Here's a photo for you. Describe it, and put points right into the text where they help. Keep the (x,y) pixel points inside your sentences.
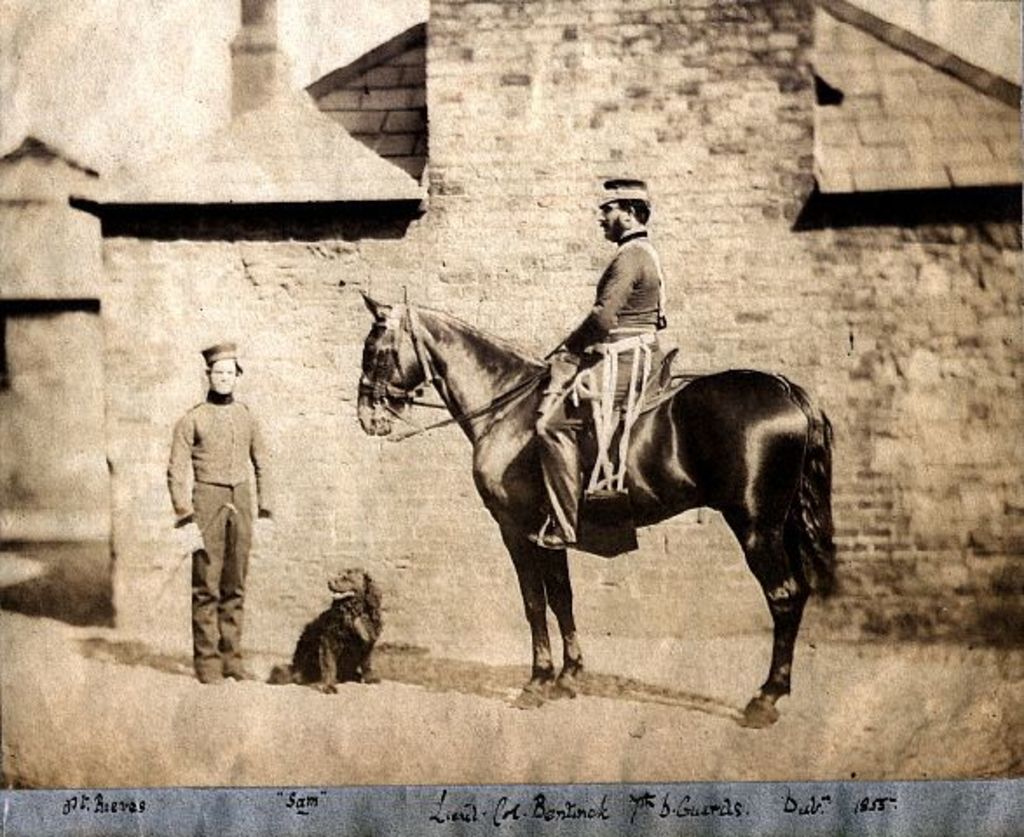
In this image I can see a person (618,332) wearing a hat (623,196) is sitting on the horse (674,414), I can see a dog (373,621) on the floor (381,657) and the person (236,541) wearing a uniform (205,496) and the hat (222,349) is standing and holding something in his hand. In the background (312,313) i can see the building (774,222) and the sky (120,60).
